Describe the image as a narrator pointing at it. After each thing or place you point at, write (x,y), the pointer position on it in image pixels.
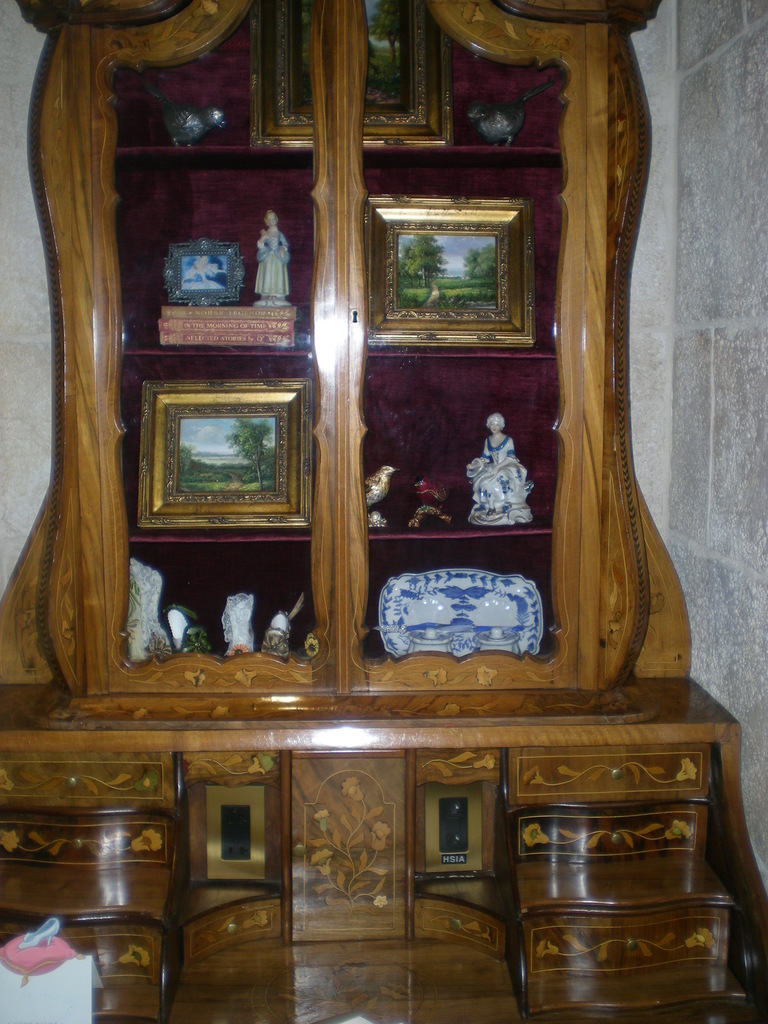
In this picture we can see a cupboard (284,845), here we can see photo frames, toys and some objects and we can see a wall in the background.
